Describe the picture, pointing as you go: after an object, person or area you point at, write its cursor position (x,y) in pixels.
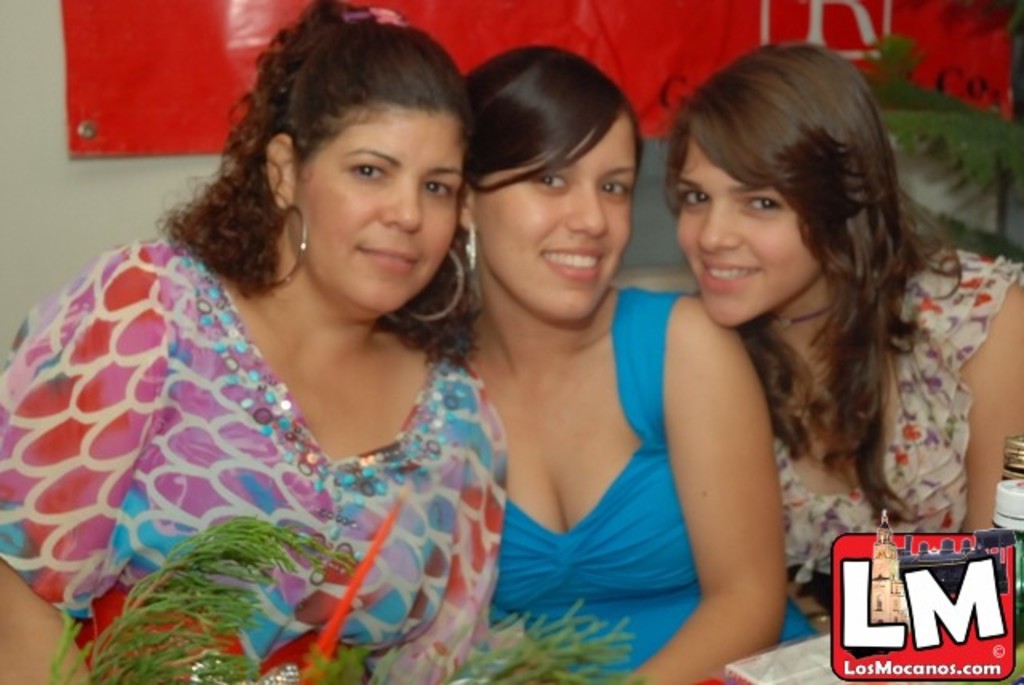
In this picture I can observe three women (496,263). All of them are smiling. In the bottom right side (877,608) I can observe watermark (917,607). In the background (65,183) I can observe a wall (68,199).
